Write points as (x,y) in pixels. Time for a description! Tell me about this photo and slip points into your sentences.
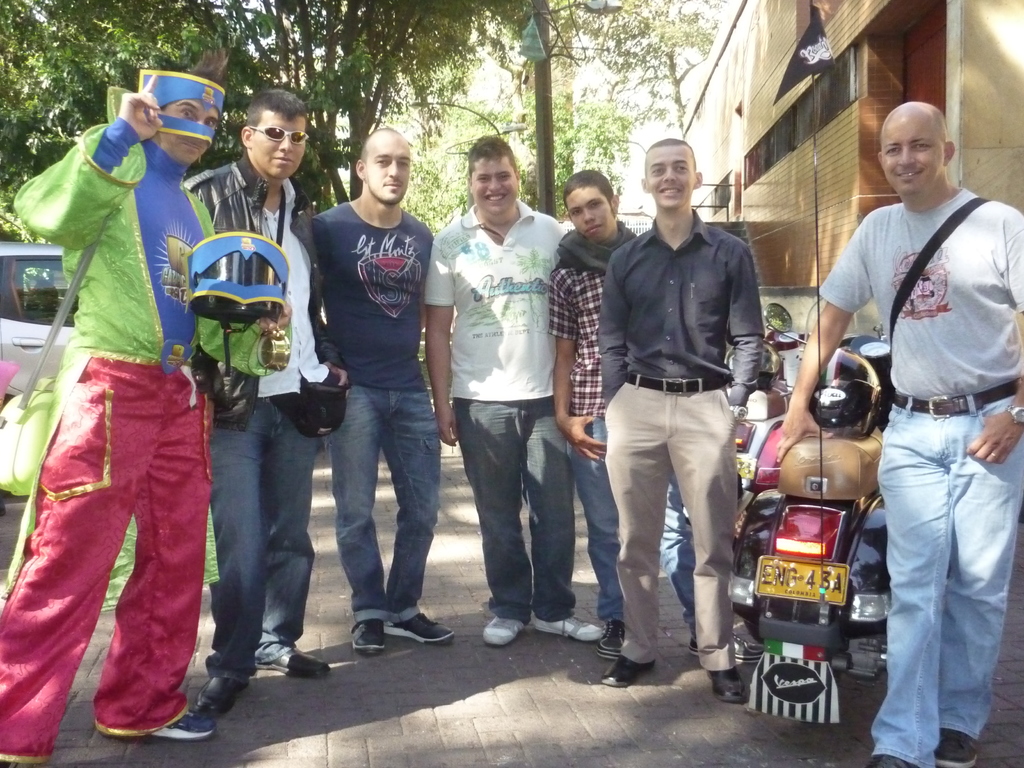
In this picture there are group of people (572,305) standing. On the left side of the image (168,399) there is a person (28,726) standing and holding the object (238,308). At the back (58,279) there are vehicles (42,284) and there is a building (724,210) and there are trees (503,32) and there is a pole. At the bottom (614,731) there is a road (592,728).
